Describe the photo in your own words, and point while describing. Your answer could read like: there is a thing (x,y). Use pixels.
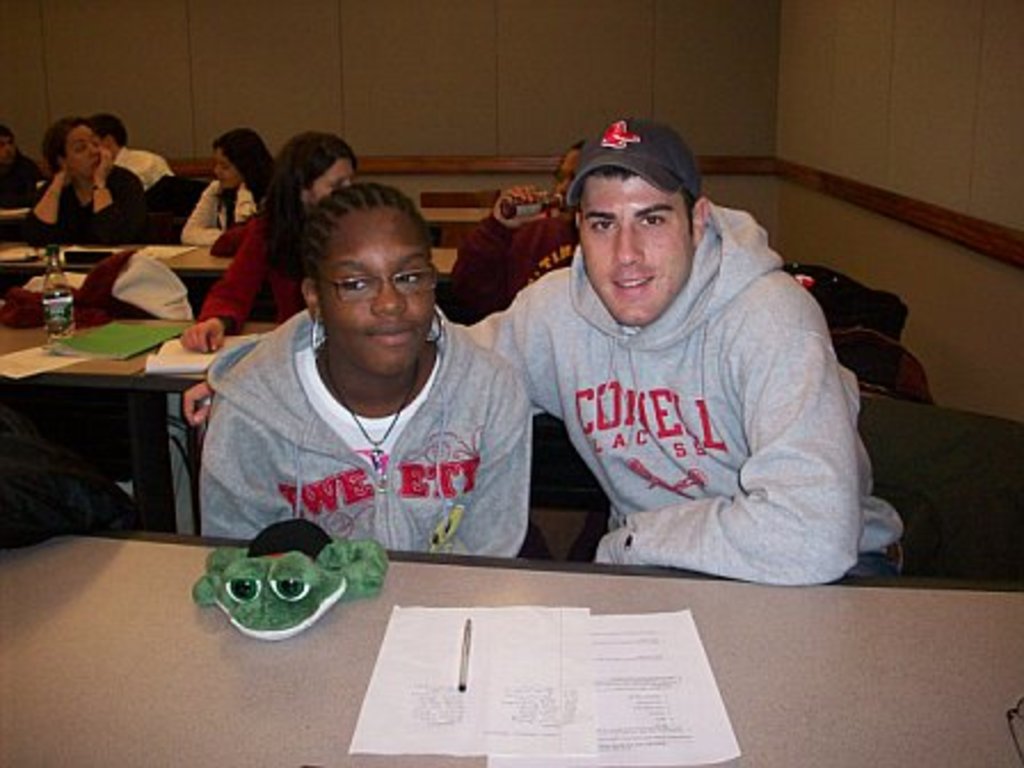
These persons (535,369) are sitting on the chairs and this person (523,223) holding bottle (529,205). We can see papers (571,621), bottle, toy (281,537), pen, book (180,352) on the tables (405,760). On the background (517,102) we can see wall (487,121).
